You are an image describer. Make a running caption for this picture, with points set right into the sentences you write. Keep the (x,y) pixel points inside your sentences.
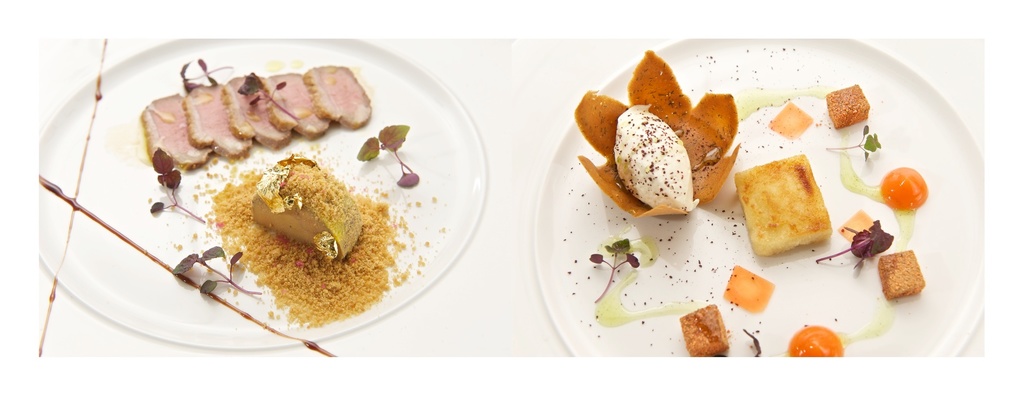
In this picture we can see food (747,201) in the plates (683,233).
